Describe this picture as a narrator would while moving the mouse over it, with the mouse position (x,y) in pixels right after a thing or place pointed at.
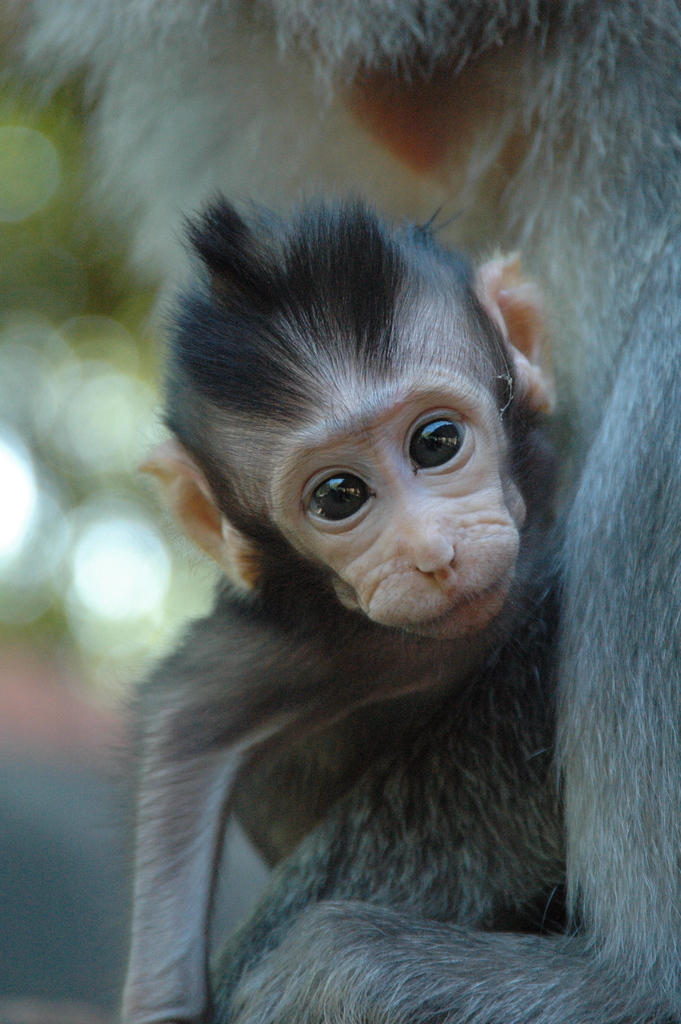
As we can see in the image there is a monkey (456,355) and the background (142,566) is blurred.
